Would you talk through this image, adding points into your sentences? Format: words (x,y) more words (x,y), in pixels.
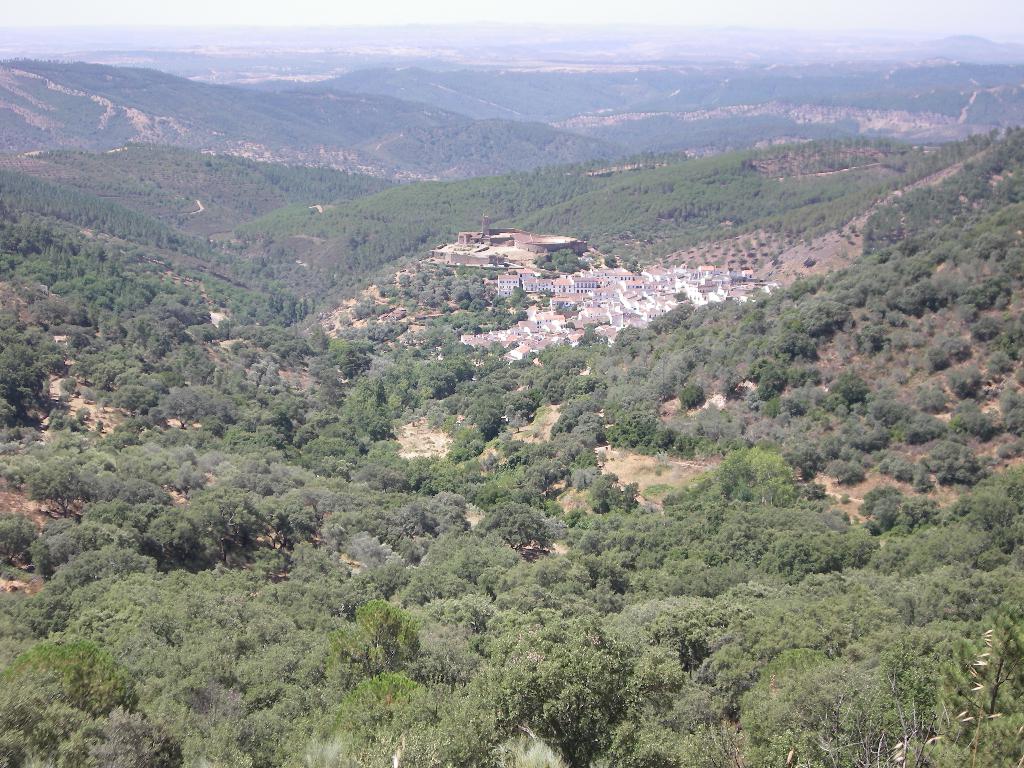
In this image I can see trees (556,527), buildings (557,330) and hills (456,179). In the background (641,7) I can see the sky (316,21).
